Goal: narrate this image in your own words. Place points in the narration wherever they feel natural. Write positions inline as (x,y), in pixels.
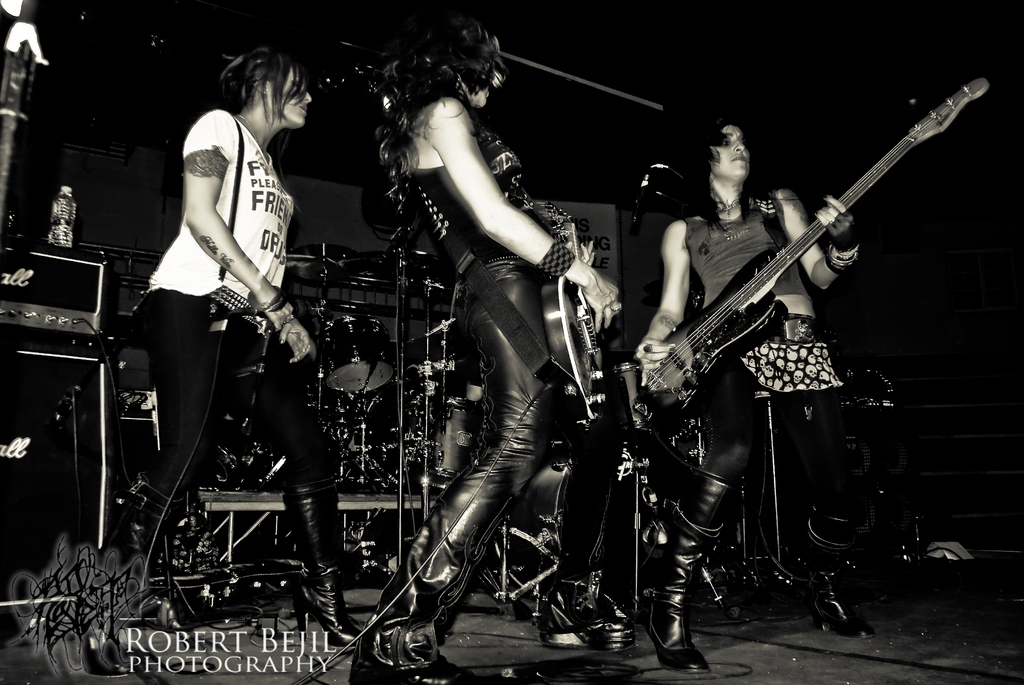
In the image we can see there are people (166,337) who are standing and they are holding guitar (666,358) in their hand (285,318).
